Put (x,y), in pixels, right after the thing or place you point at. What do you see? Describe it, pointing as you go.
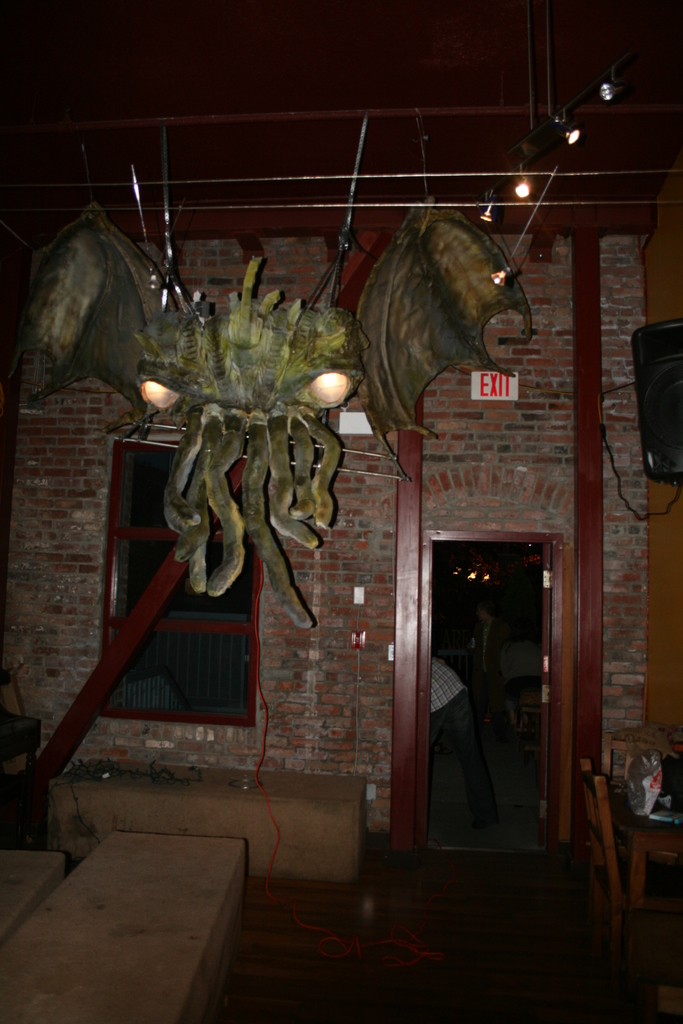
The picture is taken in a room (245,804). At the bottom (594,835) there are chair (591,859), table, couches (211,856), window (211,665), cables (130,775) and other objects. At the top (88,317) there are lights (603,88) and an object (292,520). In the center of the picture (443,631) there is a door (549,646). In the center of the background (446,708) there is a person (458,686).
